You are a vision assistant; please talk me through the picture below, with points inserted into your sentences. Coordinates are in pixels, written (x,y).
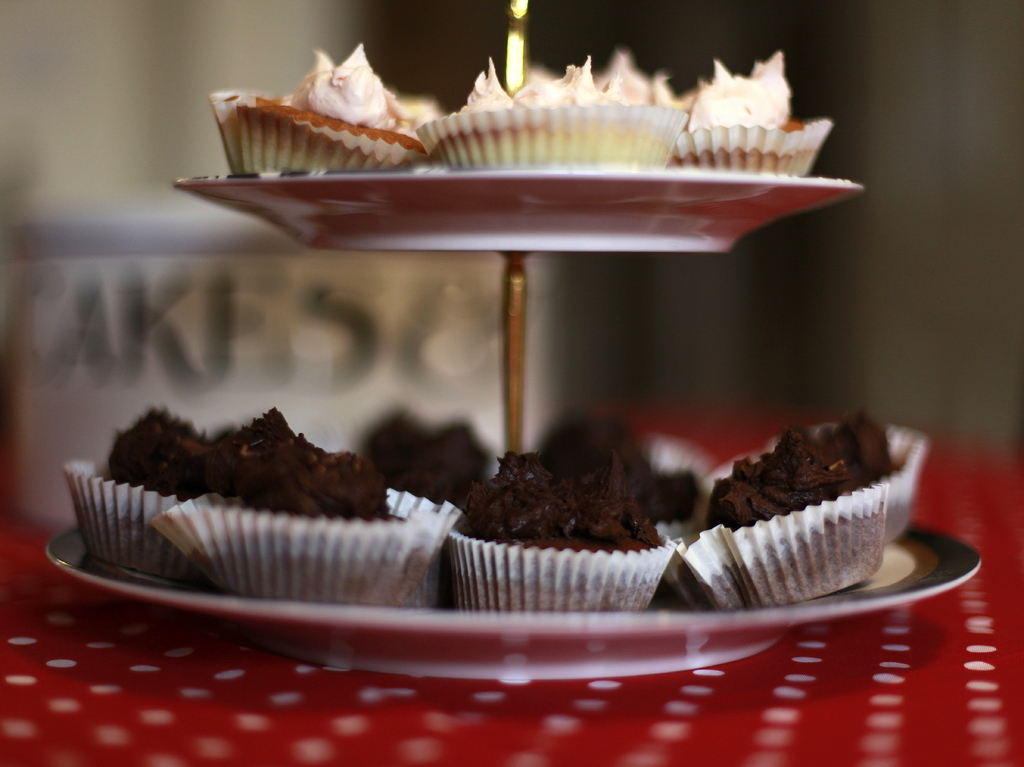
In this picture there are plates (612,181) in the center of the image (549,414), which contains cupcakes (594,96) in it and the background (593,403) area of the image is blur.
